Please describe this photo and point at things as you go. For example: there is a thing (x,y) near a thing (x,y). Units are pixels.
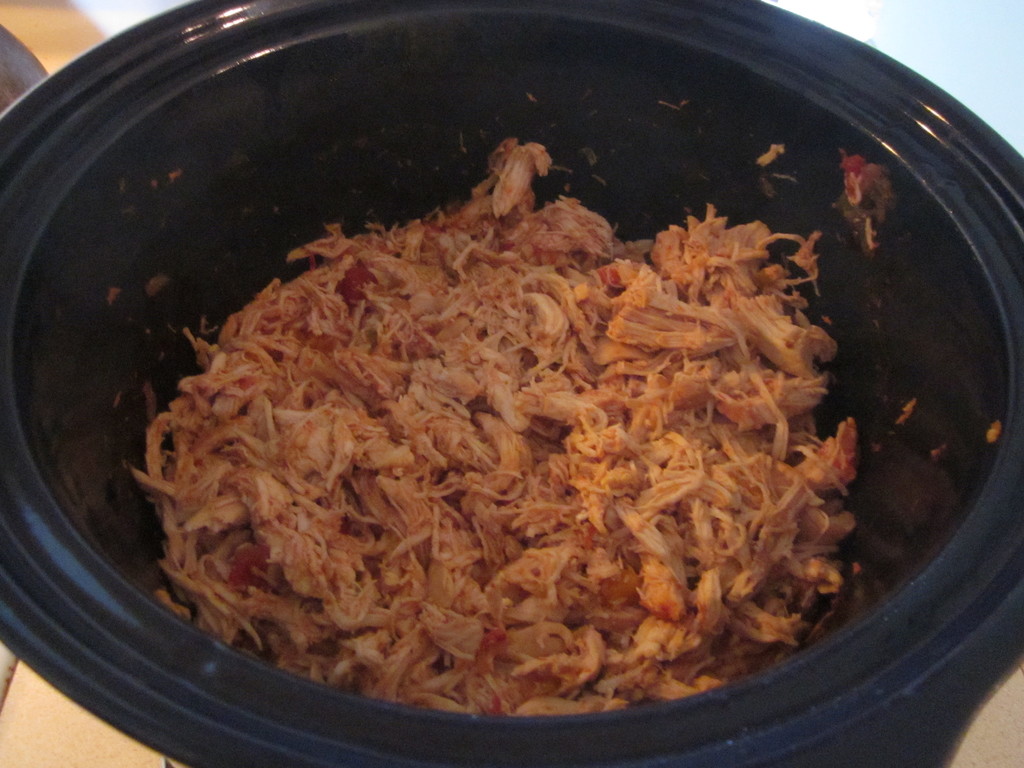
In this picture we can see food (763,304) in the bowl (765,196).
